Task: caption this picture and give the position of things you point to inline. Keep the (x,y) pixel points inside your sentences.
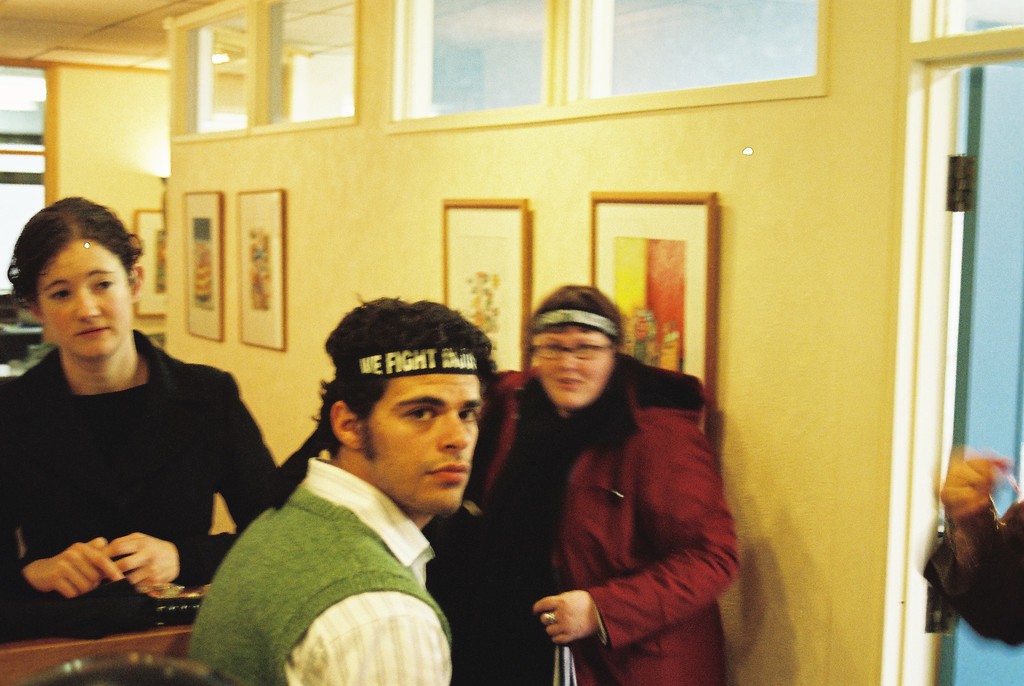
In the picture I can see three persons (395,507) and there are few photo frames (255,210) attached to the wall (295,216) in the background (337,227) and there is a hand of a person (996,543) in the right corner (1011,515).
